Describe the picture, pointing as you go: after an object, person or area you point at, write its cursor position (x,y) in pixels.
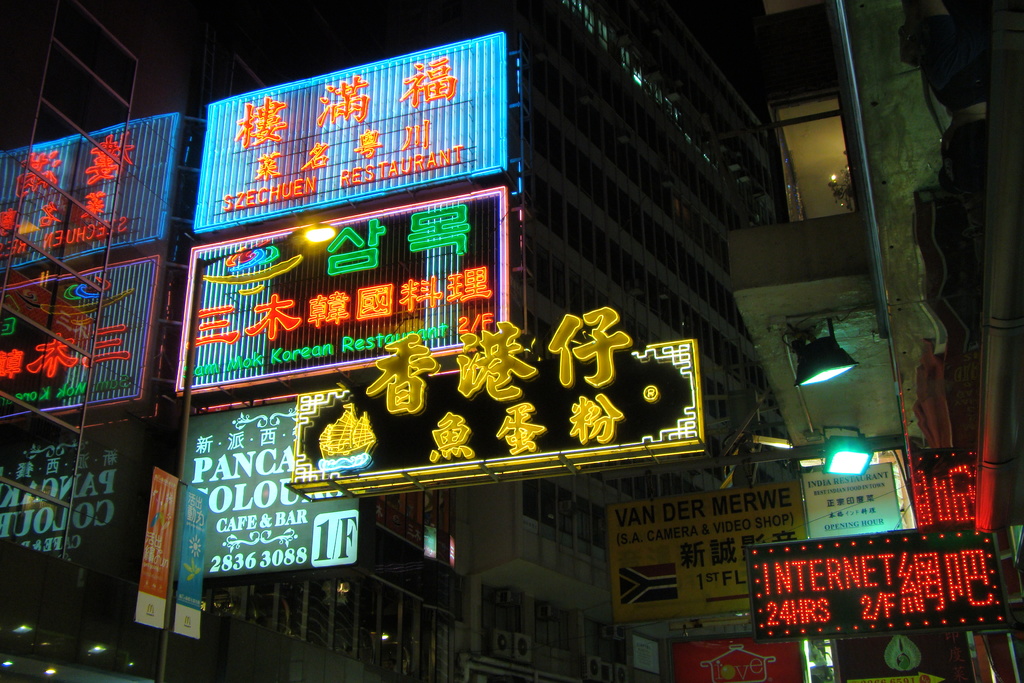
In this picture I can see some buildings (723,357), lighted boards (293,511) and we can see some lights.
